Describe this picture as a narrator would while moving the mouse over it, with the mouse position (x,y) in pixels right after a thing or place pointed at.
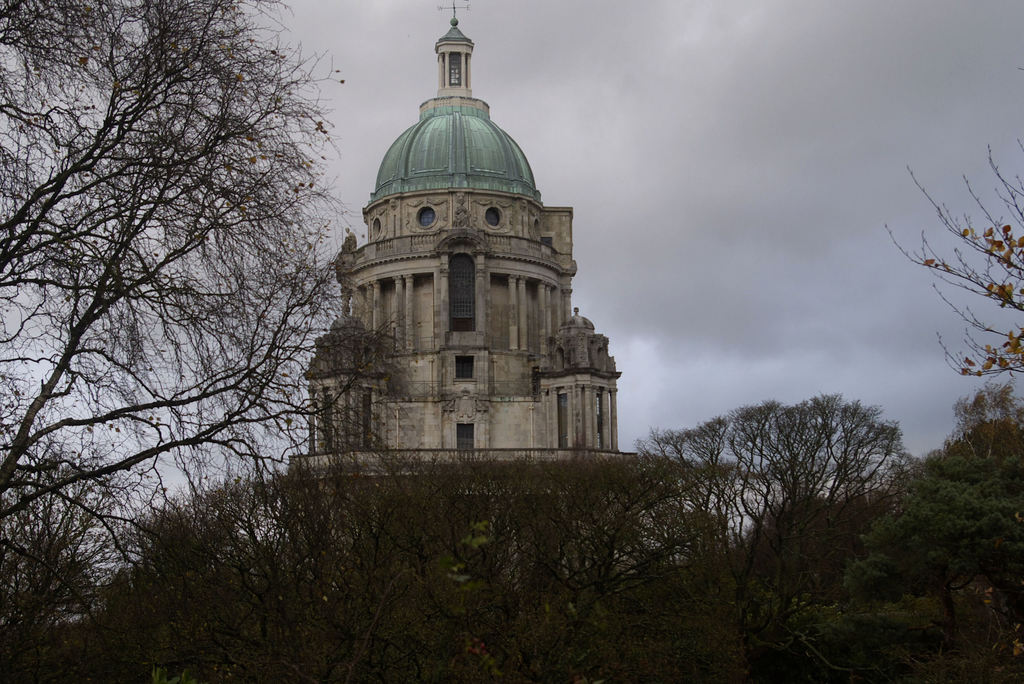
In this picture there is a building (513,218) and there are trees (614,614). At the top (725,118) there is sky (714,176) and there are clouds (722,127) and there is a direction pole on the top of the building (459,187).
